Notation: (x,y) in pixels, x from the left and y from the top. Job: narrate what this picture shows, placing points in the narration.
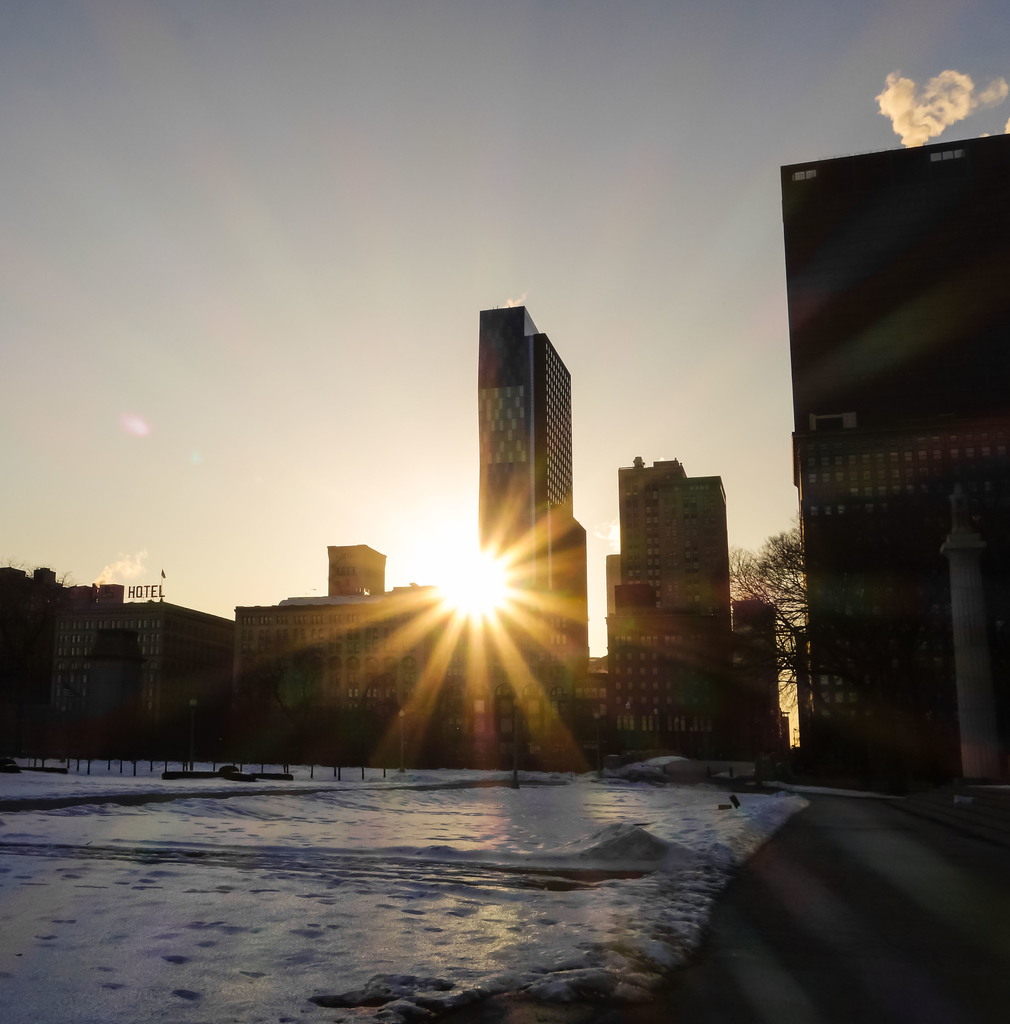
This image consists of buildings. At the bottom (319,914), there is snow (498,896). In the background (317,468), we can see the sun (488,577) in the sky (333,378).
